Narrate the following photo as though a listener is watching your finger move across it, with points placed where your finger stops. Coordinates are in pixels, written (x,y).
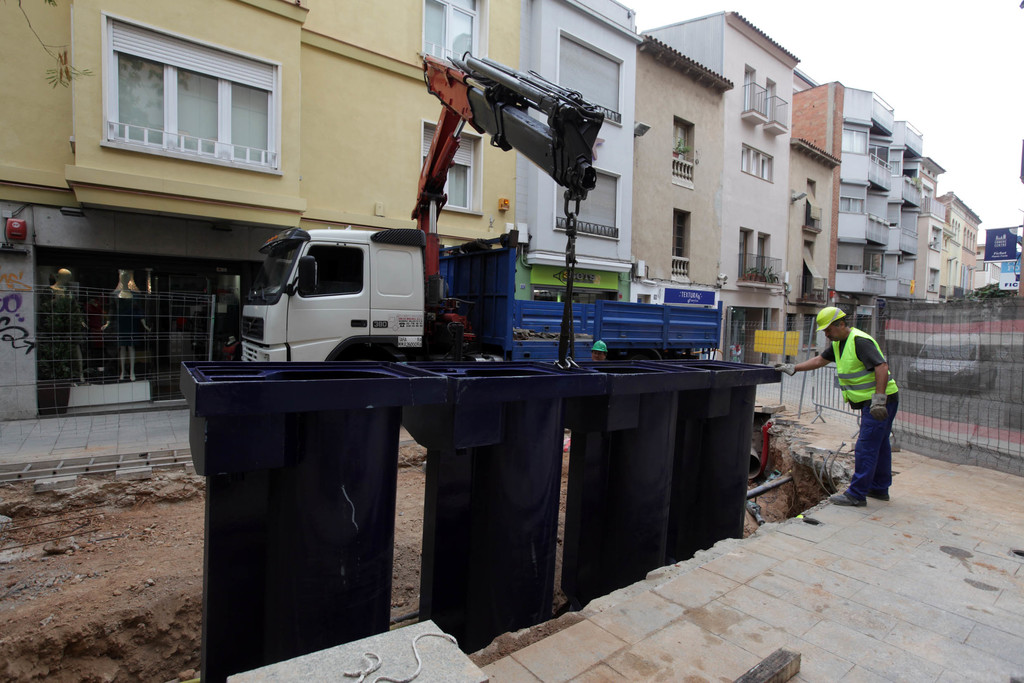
In this picture there is a man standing and we can see bins (480,377), vehicles (464,335) on the road (182,439), fence (941,390), crane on a truck (702,350), boards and buildings (161,37). In the background of the image (961,74) we can see the sky (960,89).
